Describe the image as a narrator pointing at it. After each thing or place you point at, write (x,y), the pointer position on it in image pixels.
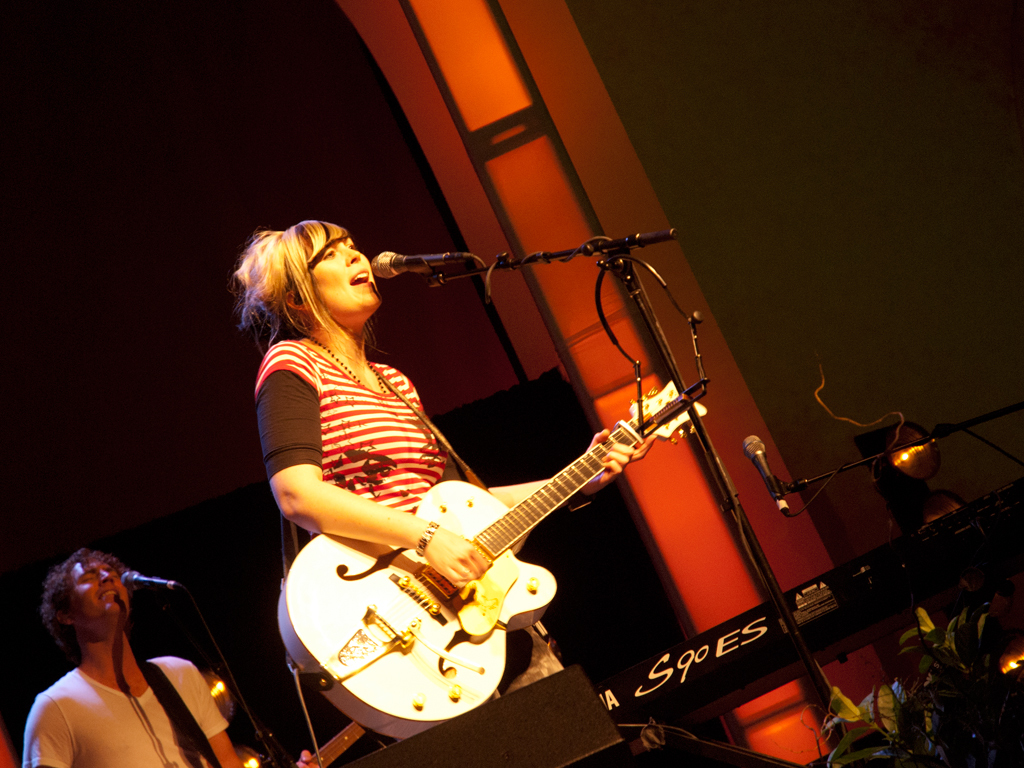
In this image I can see a person (314,359) standing in-front of the mic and holding the guitar (397,653). In the back ground (180,671) there is another person (154,670) standing in-front of the mic (232,677).
